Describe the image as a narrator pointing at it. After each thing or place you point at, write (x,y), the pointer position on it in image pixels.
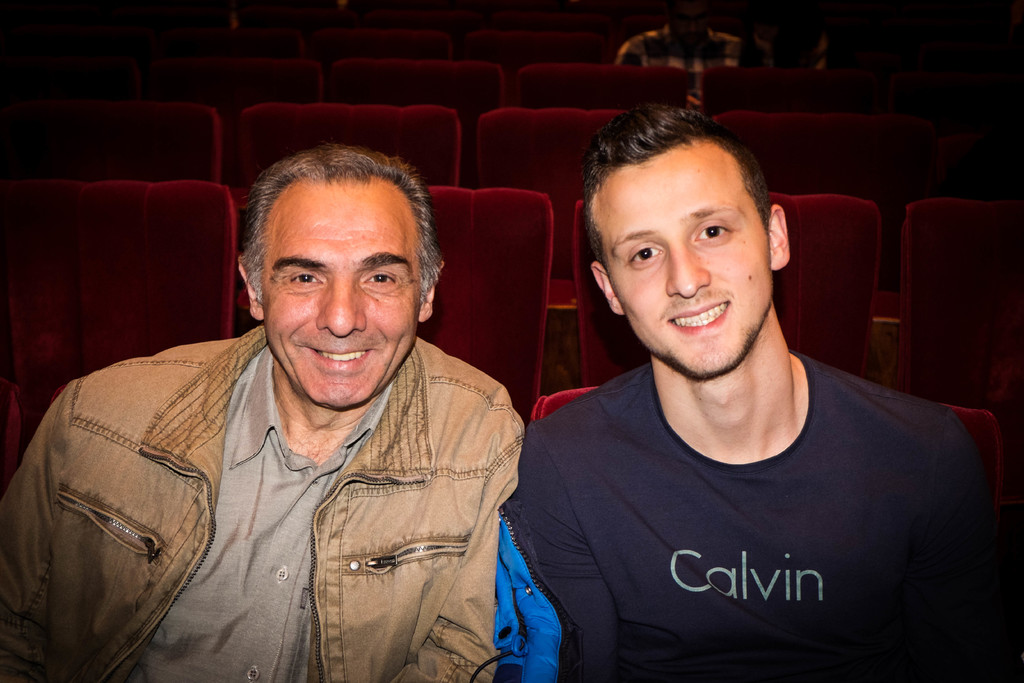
In this image there are chairs (539,115). In the foreground (347,341) there are two men (433,493) sitting on the chairs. They are smiling. In the background (704,53) there is a man (716,37) sitting on a chair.
